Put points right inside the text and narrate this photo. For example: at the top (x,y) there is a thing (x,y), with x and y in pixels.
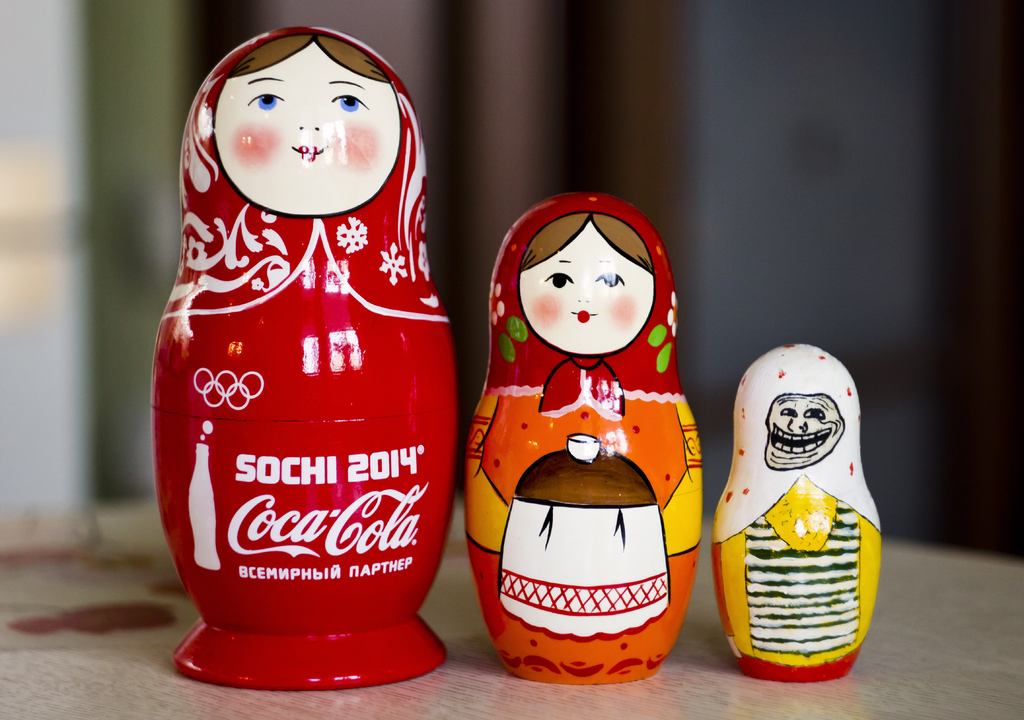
In this image I see 3 dolls (409,442) and I see something is written over here and I see that it is blurred in the background (739,169).
